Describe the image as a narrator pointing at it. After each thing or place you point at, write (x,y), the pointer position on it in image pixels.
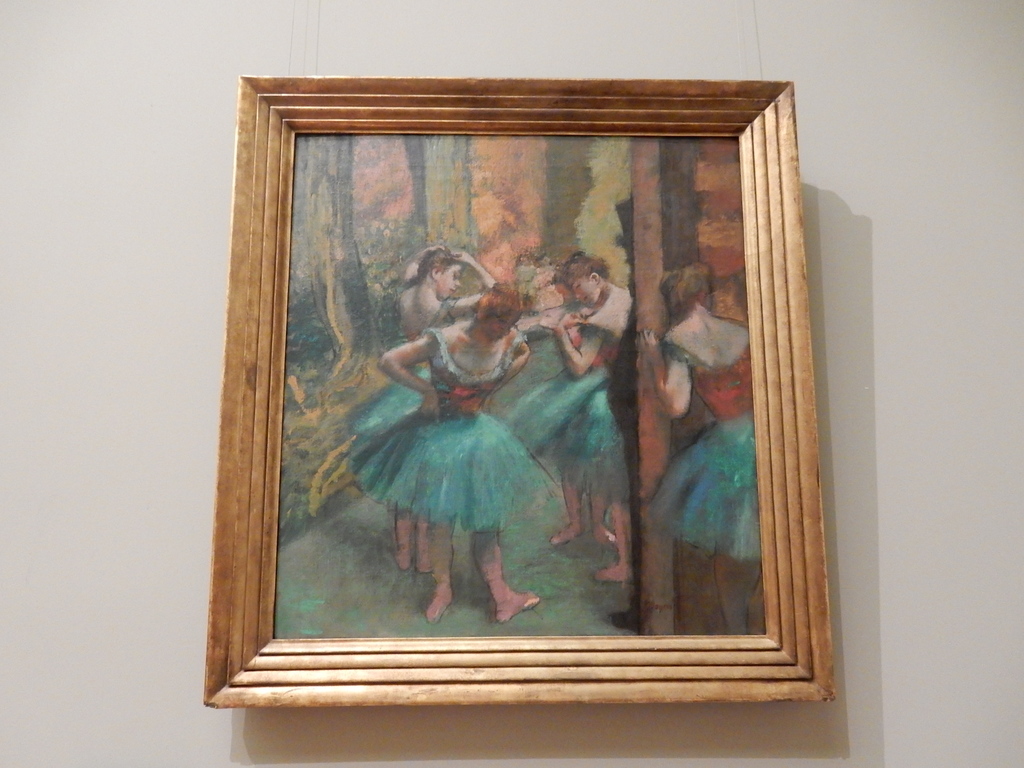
Here I can see a frame (233,365) is attached to the wall (122,196). This frame (429,273) consists of a painting (545,494) of few women (473,374).
